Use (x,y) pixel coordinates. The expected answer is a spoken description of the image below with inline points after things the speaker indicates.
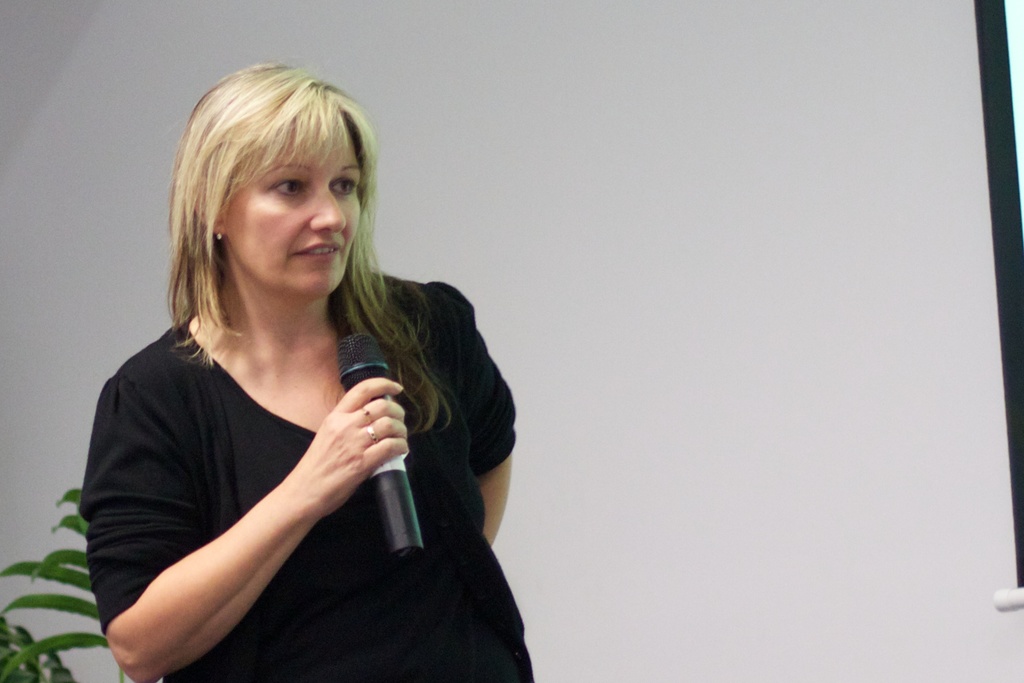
in this image she is standing and she is holding the mike (360,381) she could be talking behind the plant (72,608) is there the back ground (52,625) is white.
